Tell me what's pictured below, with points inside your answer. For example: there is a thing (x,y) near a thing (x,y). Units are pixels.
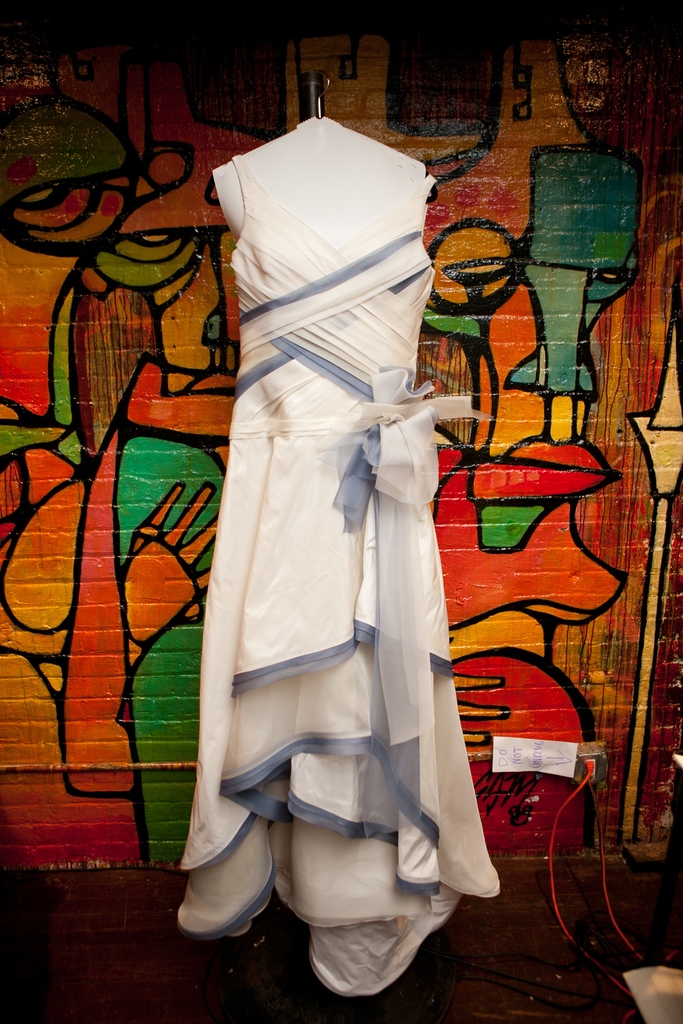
This image is taken indoors. At the bottom of the image (533,968) there is a floor (173,912). In the background (105,360) there is a wall (591,629) with paintings (557,578) on it. In the middle of the image (285,425) there is a mannequin (317,152) and there is a frock (348,782) on the mannequin (308,152).
